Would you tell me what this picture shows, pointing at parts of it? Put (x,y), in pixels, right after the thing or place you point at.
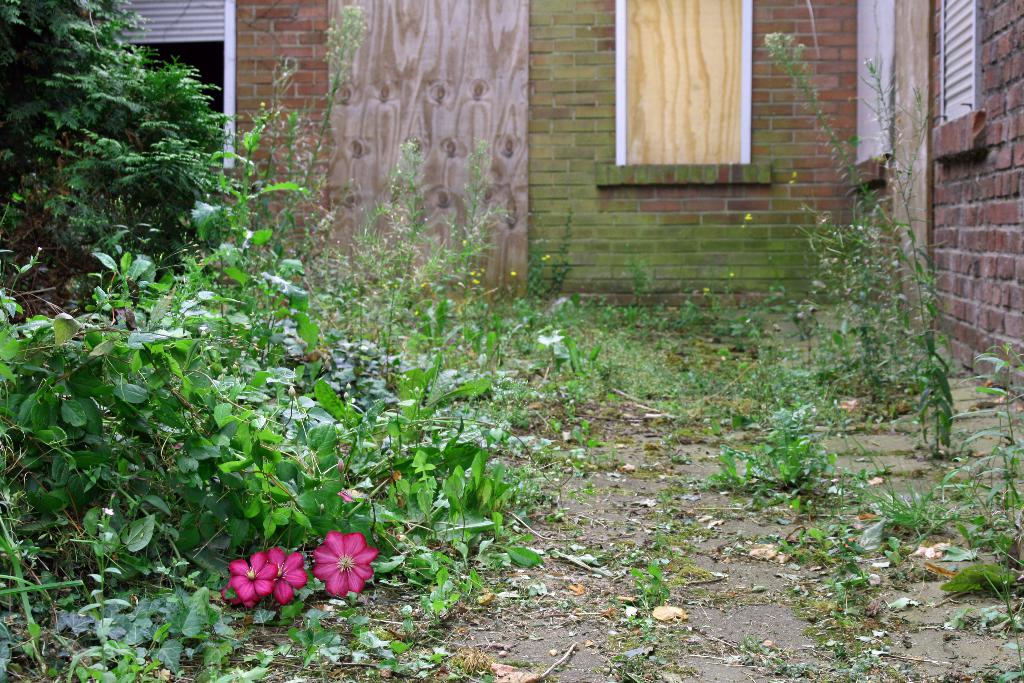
In this image we can see some plants (232,585) flowers (276,598) which are in pink color and in the background of the image (564,154) there is a brick wall (630,195) and some windows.
